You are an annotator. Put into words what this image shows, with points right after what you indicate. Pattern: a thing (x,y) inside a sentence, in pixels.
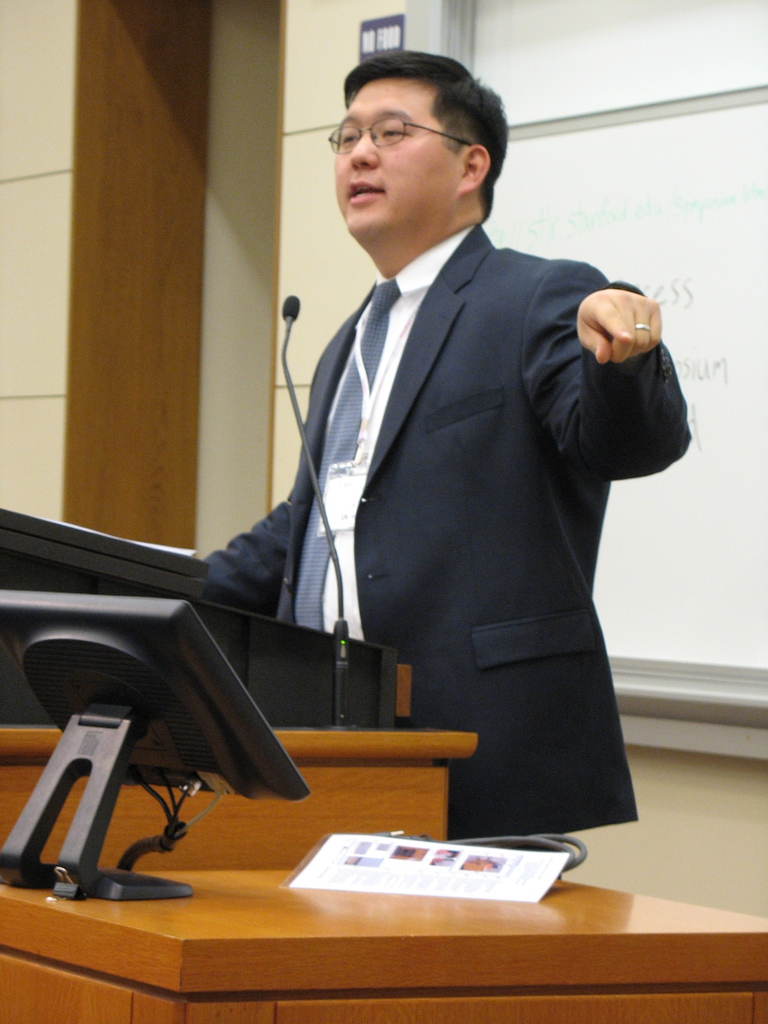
In this picture there is a man (447,381) standing. There is a podium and a mic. A computer (106,662) and a wire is seen on the wooden table (519,940). A whiteboard (664,246) is visible in the background (685,250).
